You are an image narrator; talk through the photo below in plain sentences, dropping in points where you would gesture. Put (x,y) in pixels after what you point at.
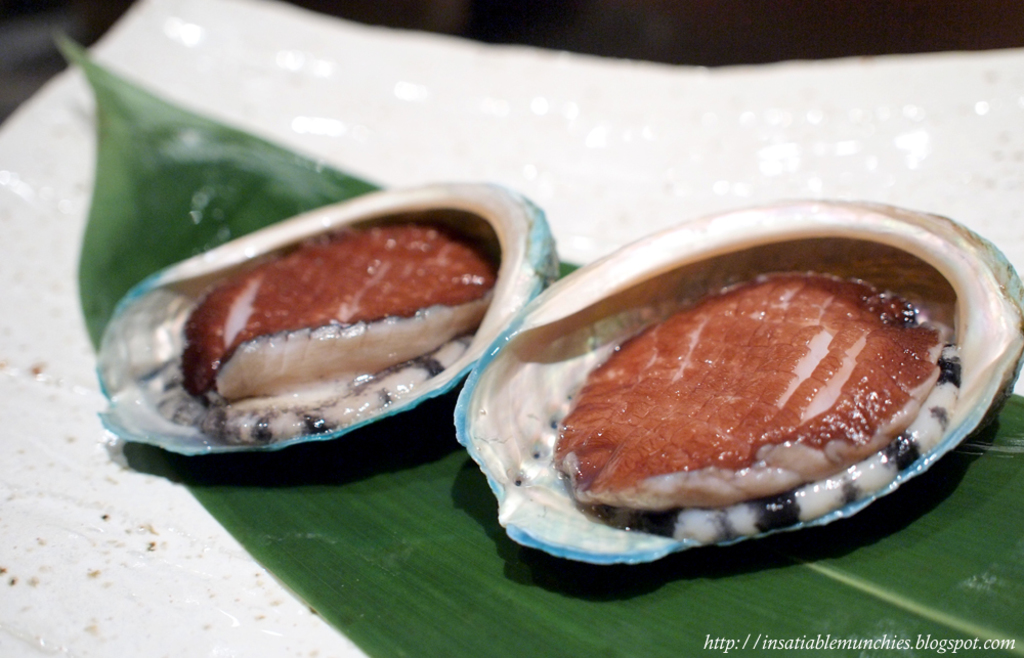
In this picture there is a leaf (426,591), on that leaf (233,455), we can see some food items (363,415). In the background (318,54), we can also see white color and black color.
